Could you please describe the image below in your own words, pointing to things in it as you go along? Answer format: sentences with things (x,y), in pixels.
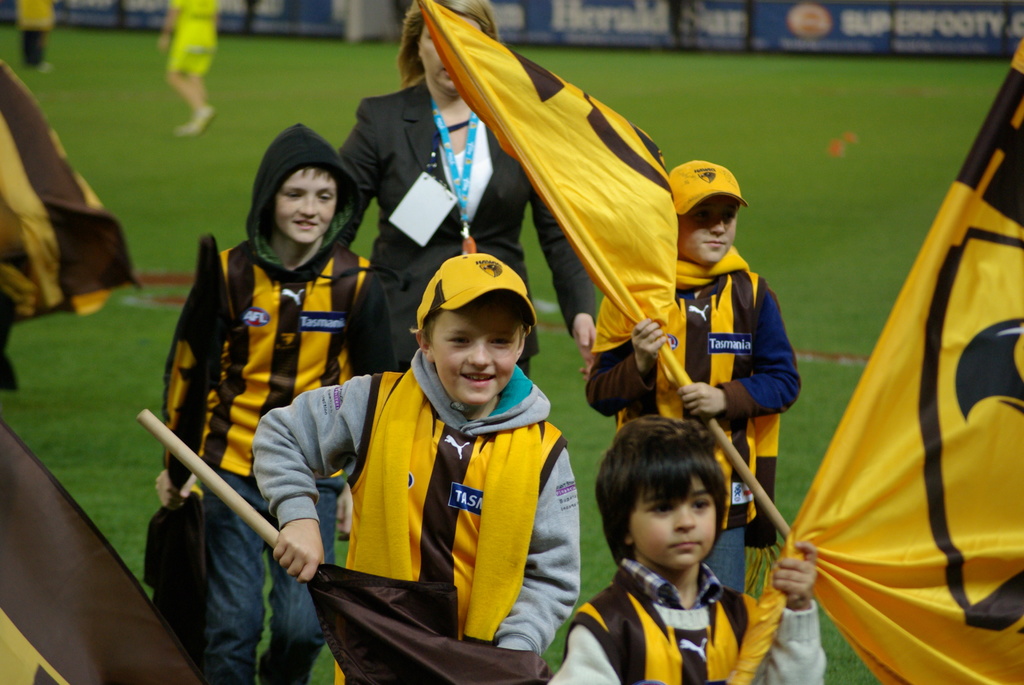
In this image there are a few kids (631,434) walking on the surface (575,402) of the grass (556,421) by holding a few flags (663,208) in their hands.
